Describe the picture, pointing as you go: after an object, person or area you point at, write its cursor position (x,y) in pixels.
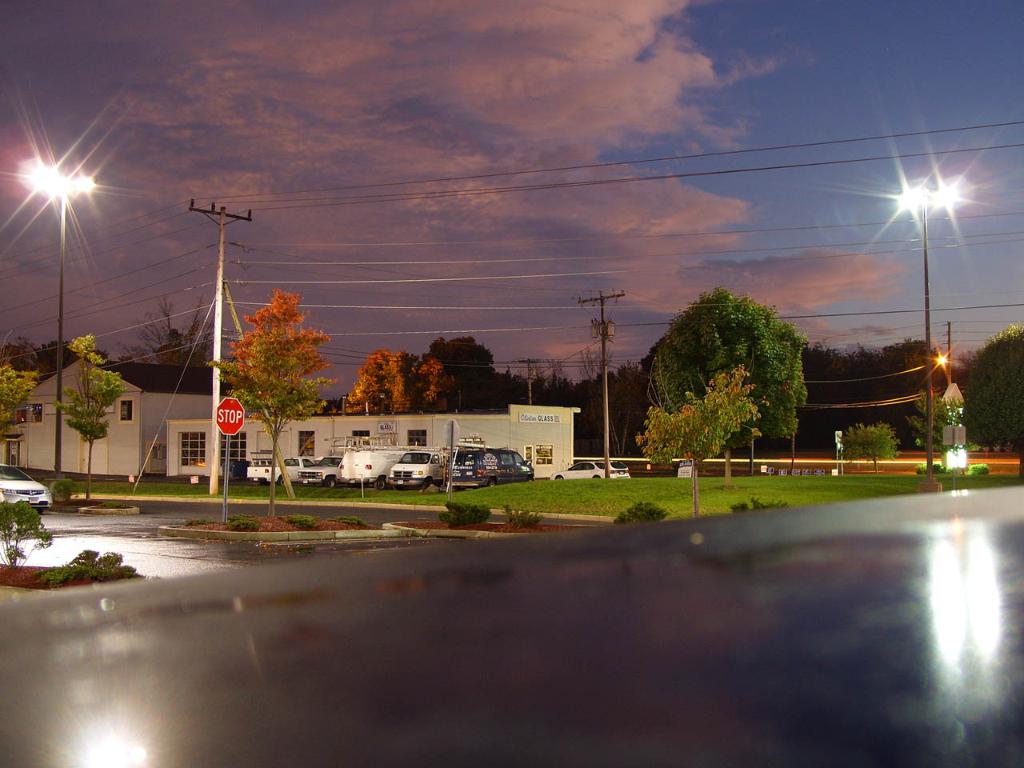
In this image there are buildings (176,467), vehicles (394,454), poles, trees (504,406) and there is grass (601,483) on the ground (534,488) and there are plants (467,520) and the sky (371,192) is cloudy.
